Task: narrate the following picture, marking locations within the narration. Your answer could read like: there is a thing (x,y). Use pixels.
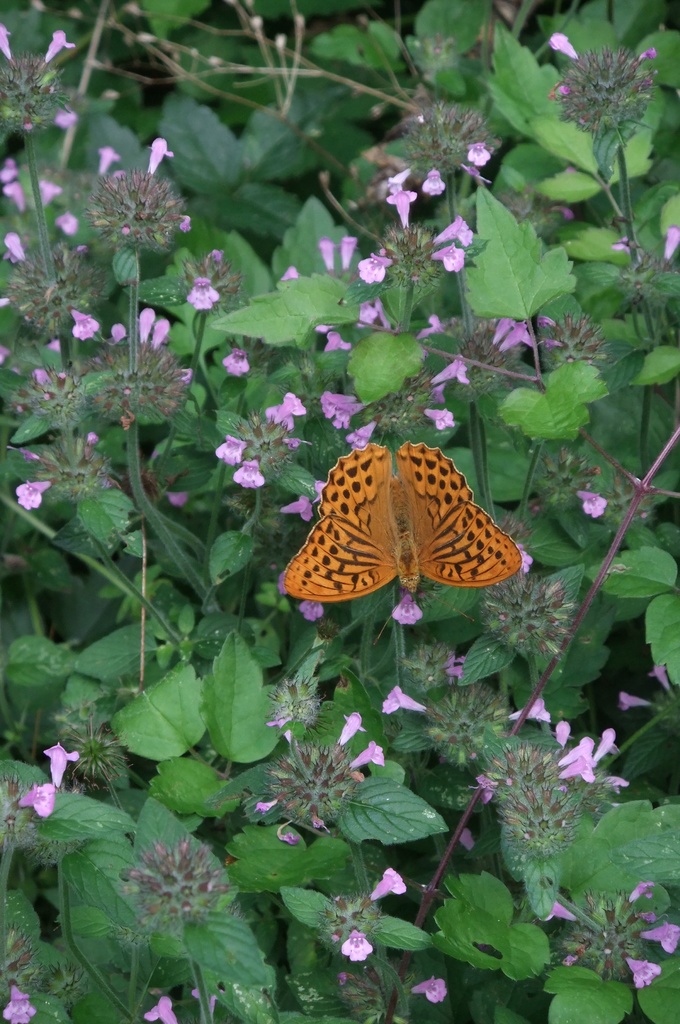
In this image, we can see a butterfly (461,582), some flowers (476,740) and some green leaves (636,196).
